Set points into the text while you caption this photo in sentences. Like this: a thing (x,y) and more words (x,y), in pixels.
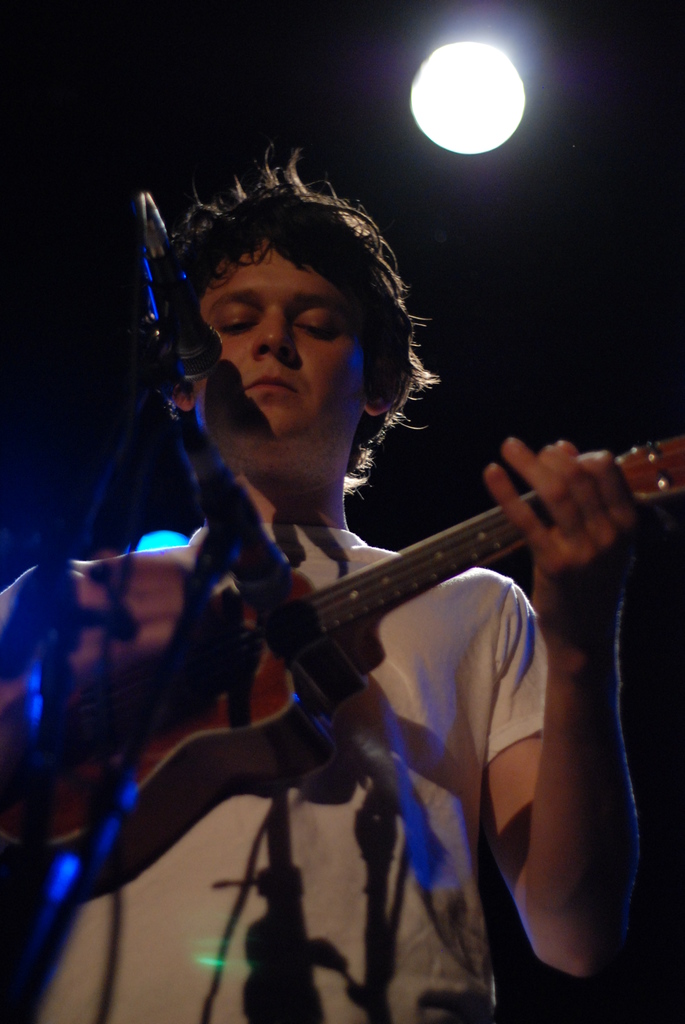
In this image a man (282,436) is playing guitar (250,745) in front of microphone (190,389), in the background (476,63) we can see a light (451,88).
